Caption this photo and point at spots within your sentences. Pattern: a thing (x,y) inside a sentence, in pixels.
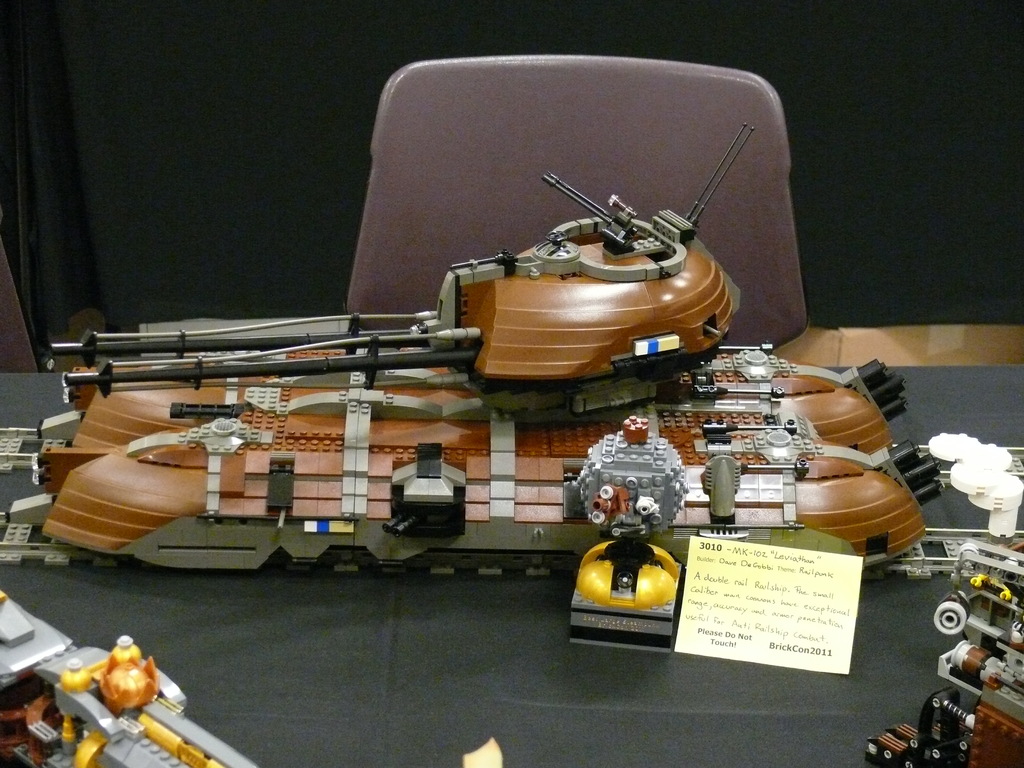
In this image we can see few vehicle models (828,501) on the table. There is a chair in the image. There is a curtain (295,112) in the image.
